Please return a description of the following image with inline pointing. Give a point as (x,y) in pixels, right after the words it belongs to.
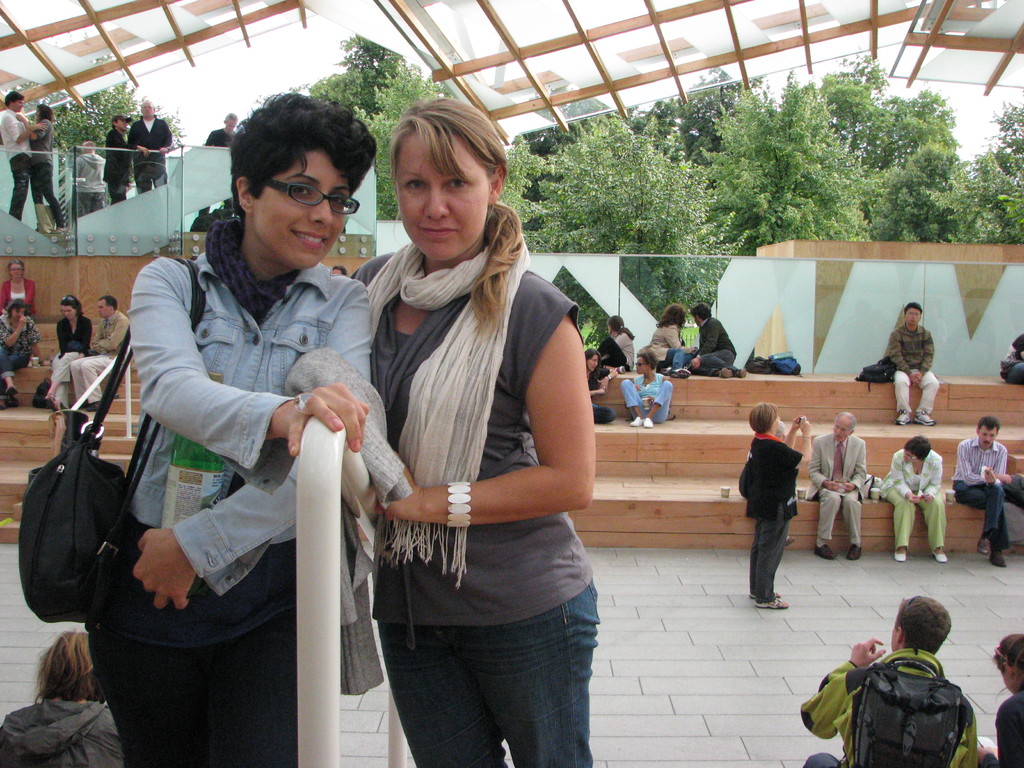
In this picture we can see there are groups of people (243,308), some people (243,308) are standing and some people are sitting. Behind the people (425,311), there are trees (716,135) and the sky (955,130).
